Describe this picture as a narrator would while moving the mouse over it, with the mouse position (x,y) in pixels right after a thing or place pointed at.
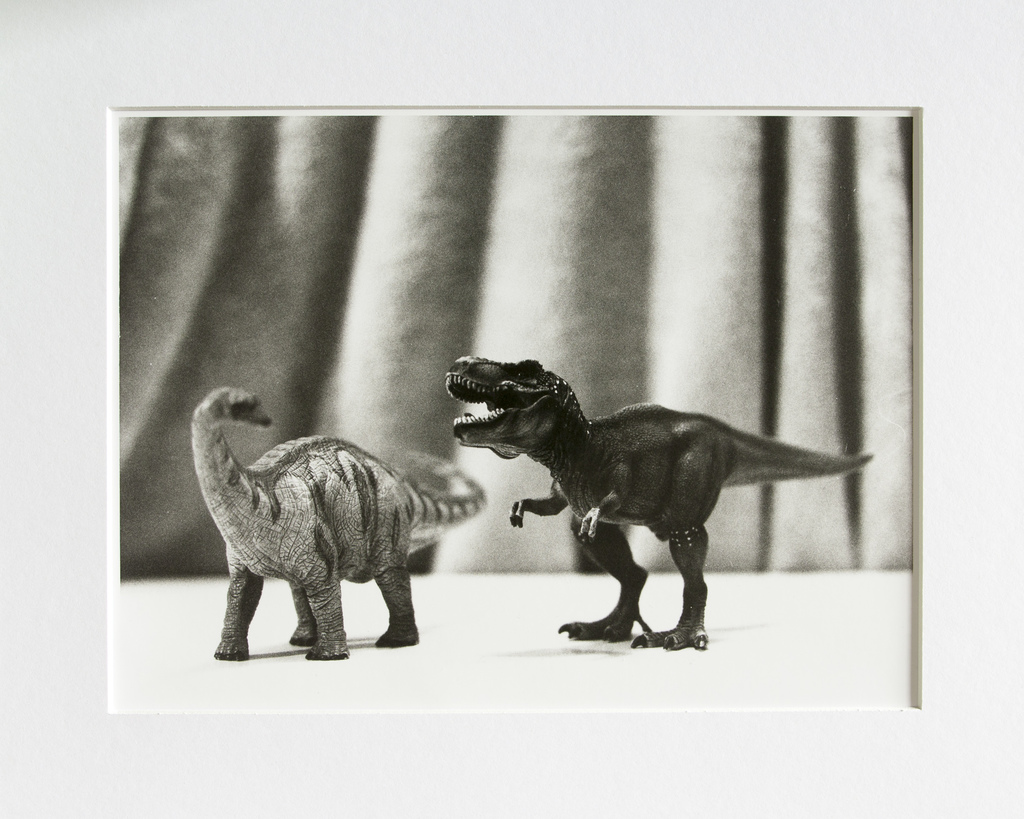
In this picture we can see two toys (650,499) in the front (624,499), in the background (615,270) there is a curtain (592,264), we can see a blurry background (665,273), it looks like a photo frame (690,768).
